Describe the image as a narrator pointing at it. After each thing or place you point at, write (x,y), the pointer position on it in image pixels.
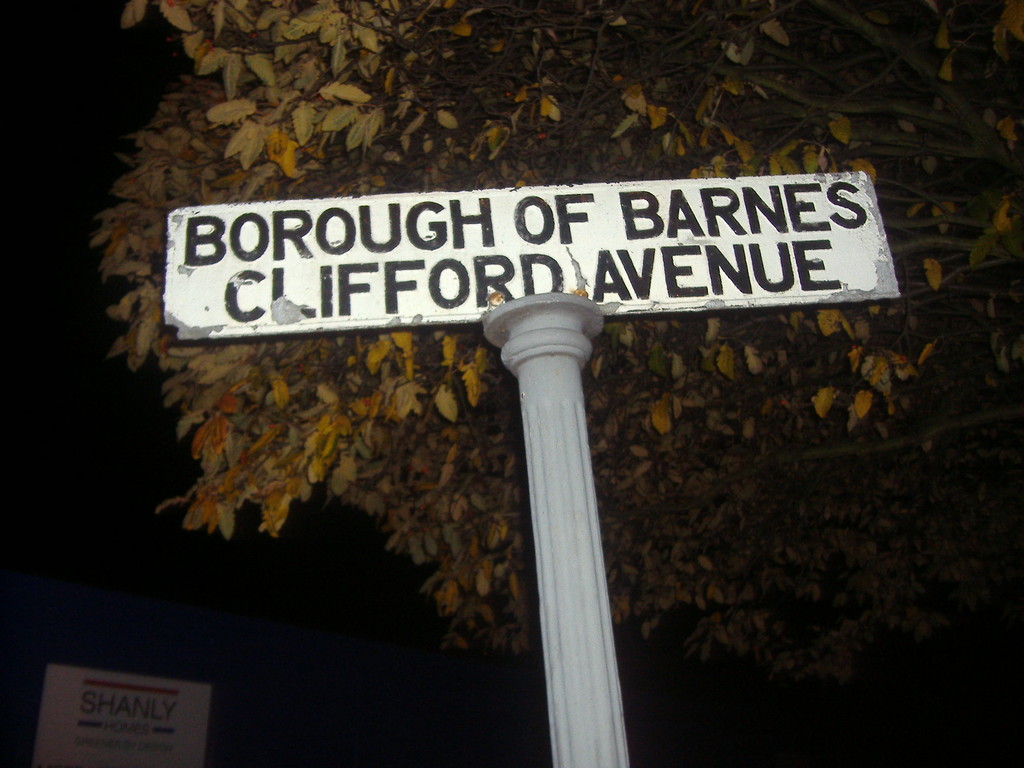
In this picture, we can see pole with a plate (406,271) and some text (736,257) on it, we can see a tree (195,86), and we can see an object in the bottom left corner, and the background (17,637) is dark.
